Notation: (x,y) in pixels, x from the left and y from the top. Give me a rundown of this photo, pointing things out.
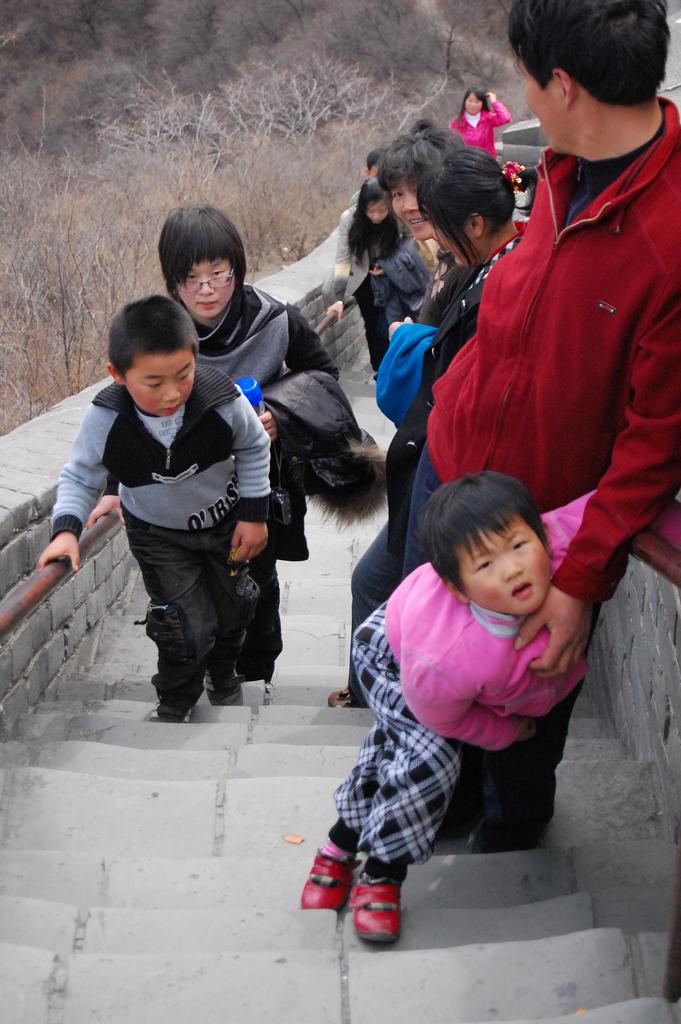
In this image I can see the group of people (414,549) with different color dresses (322,445). I can see these people (292,546) are on the stairs (226,779). To the left (30,591) I can see the metal rod (53,570). In the background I can see many dried trees (185,187).
